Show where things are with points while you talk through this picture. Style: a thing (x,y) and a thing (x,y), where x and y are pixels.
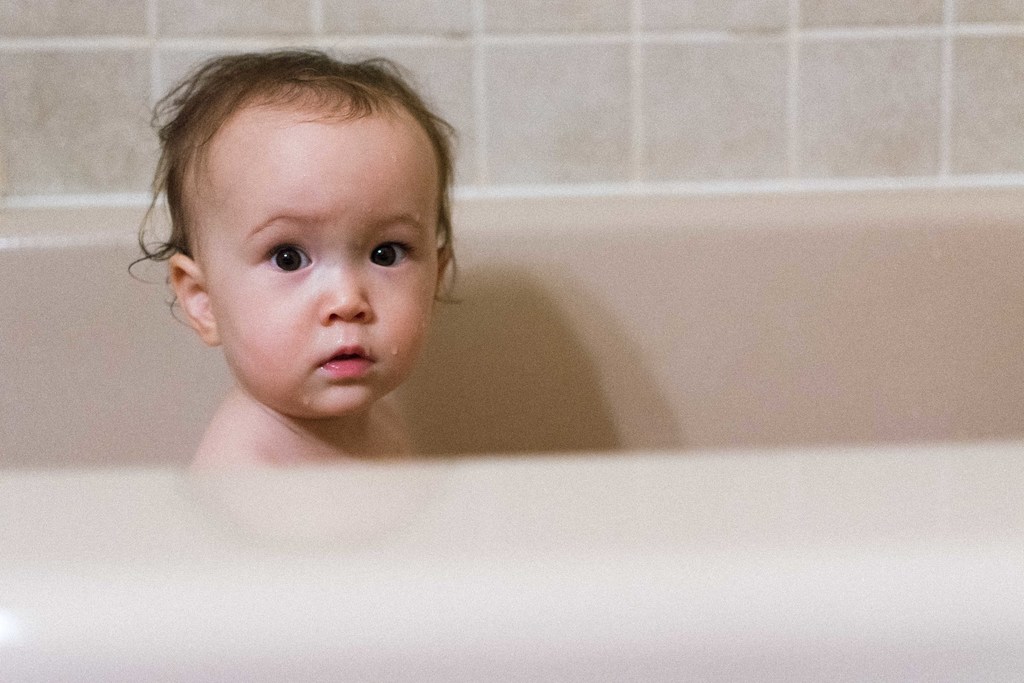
In the center of the image (362,344) we can see a baby (363,430). In the background (92,123) there is a wall (87,142).
